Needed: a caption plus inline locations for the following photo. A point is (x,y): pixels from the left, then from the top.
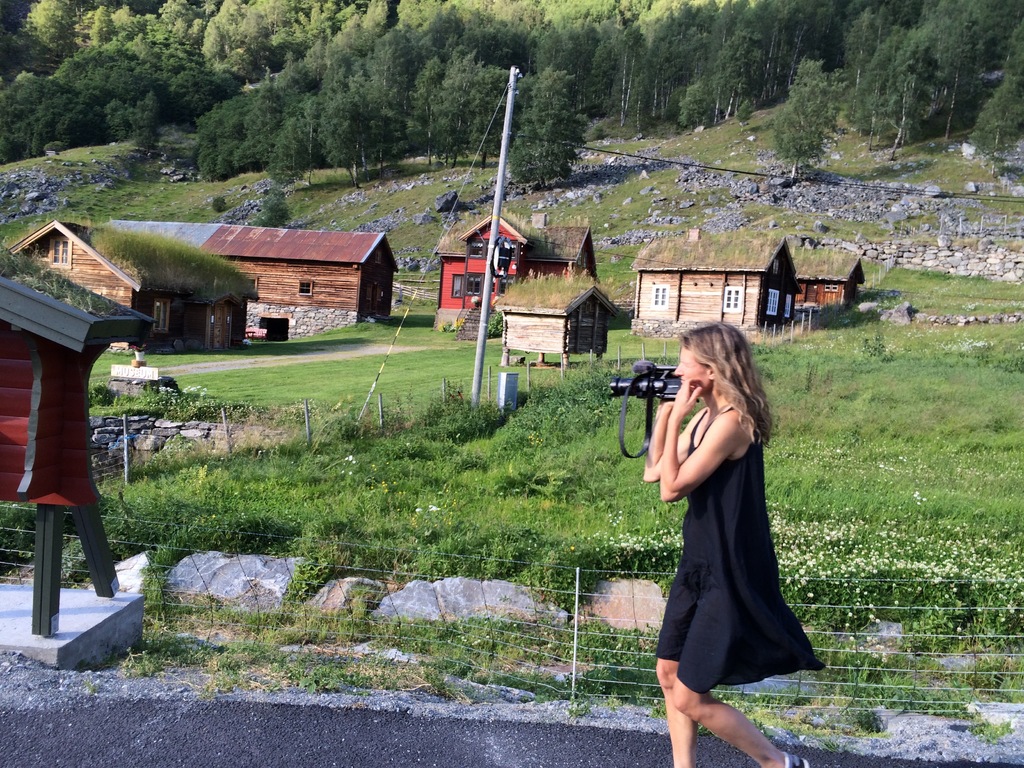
On the right side (722,459), there is a woman (719,425) in a black color dress (716,529), holding a camera (651,406) with one hand (683,392) and walking on the road (470,748). Beside this road (506,747), there is a fence (507,643). In the background (515,32), there are houses (788,247), trees (1021,91), stones (592,157) and grass (485,461) on the ground (397,473).
